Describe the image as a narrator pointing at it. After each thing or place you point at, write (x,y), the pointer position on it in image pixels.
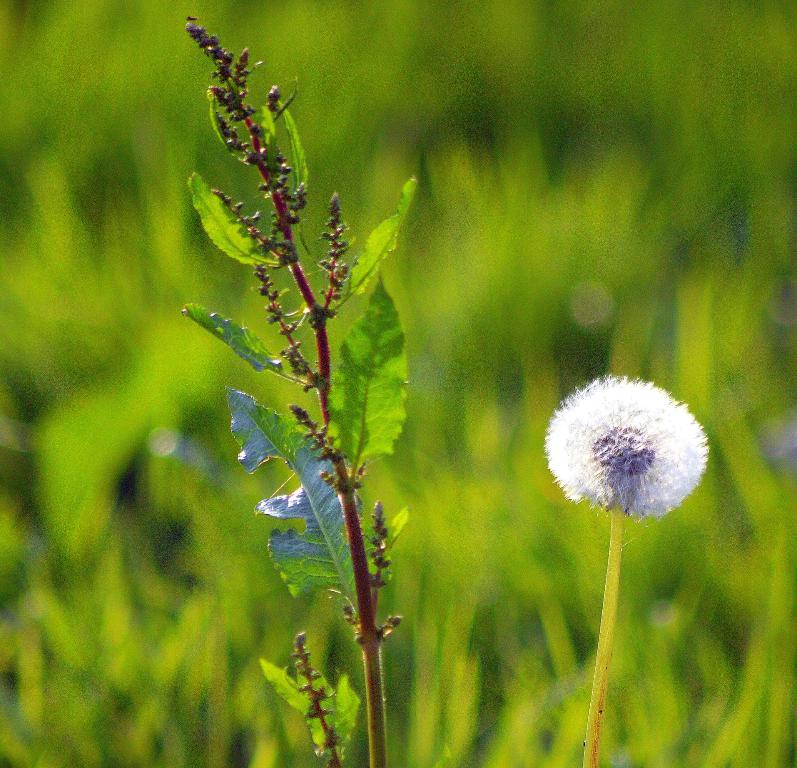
In this image I can see a plant (275,498), a flower (568,461). In the background (721,292), I can see the grass (555,256).
